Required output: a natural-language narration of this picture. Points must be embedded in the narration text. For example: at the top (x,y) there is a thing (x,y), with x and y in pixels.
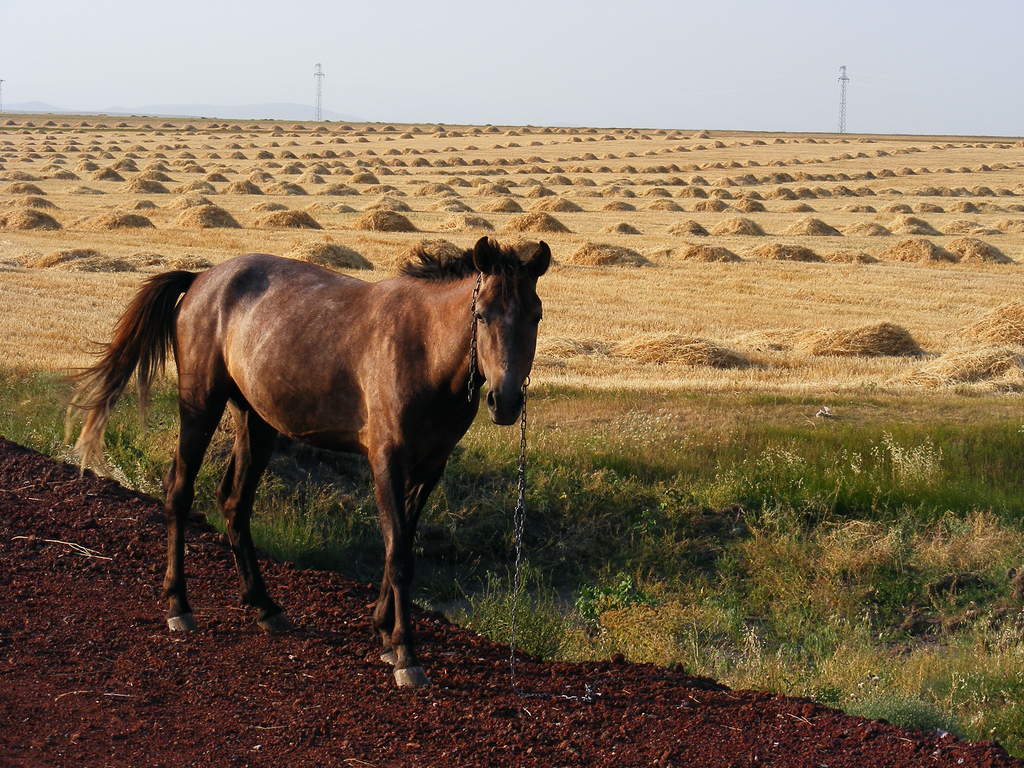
In this image I can see an animal (316,400) which is in brown color. To the side of an animal (327,412) I can see the green and dried grass (585,417). In the background (562,30) I can see the sky (414,78).
